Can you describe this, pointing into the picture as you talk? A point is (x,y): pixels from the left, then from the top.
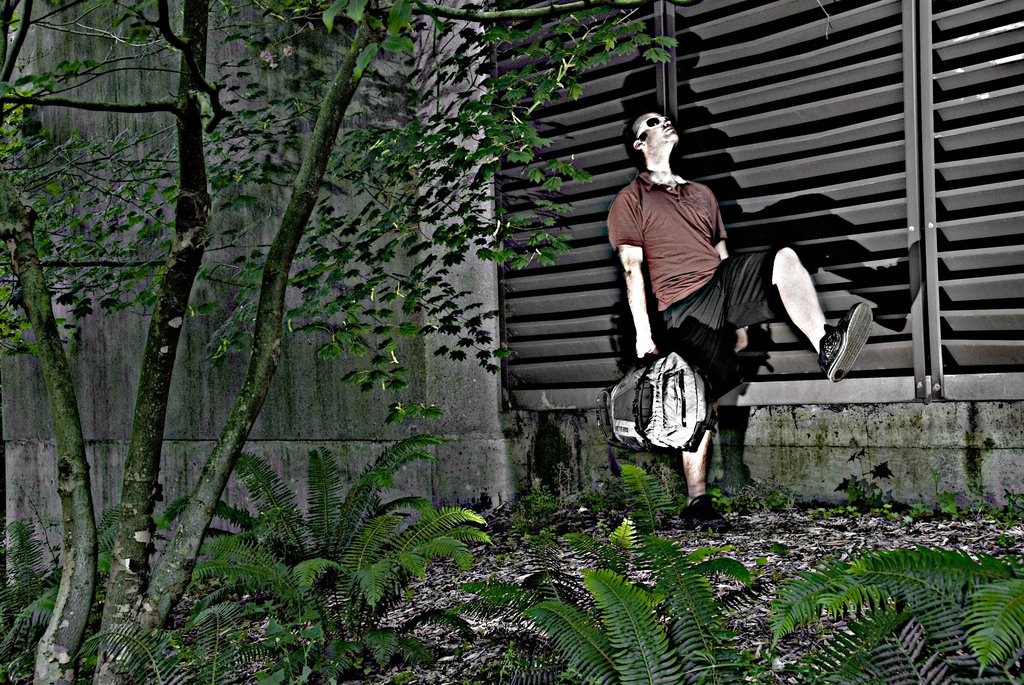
In this image, on the right side (888,13), we can see a metal grill (886,164) and a man (663,133) standing and holding a bag (660,417) in his hand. On the left side (165,269), we can see some trees (185,113). In the background (185,416), we can see a wall (458,290). At the bottom (464,603), we can see some plants (809,579) and a land (913,533).
